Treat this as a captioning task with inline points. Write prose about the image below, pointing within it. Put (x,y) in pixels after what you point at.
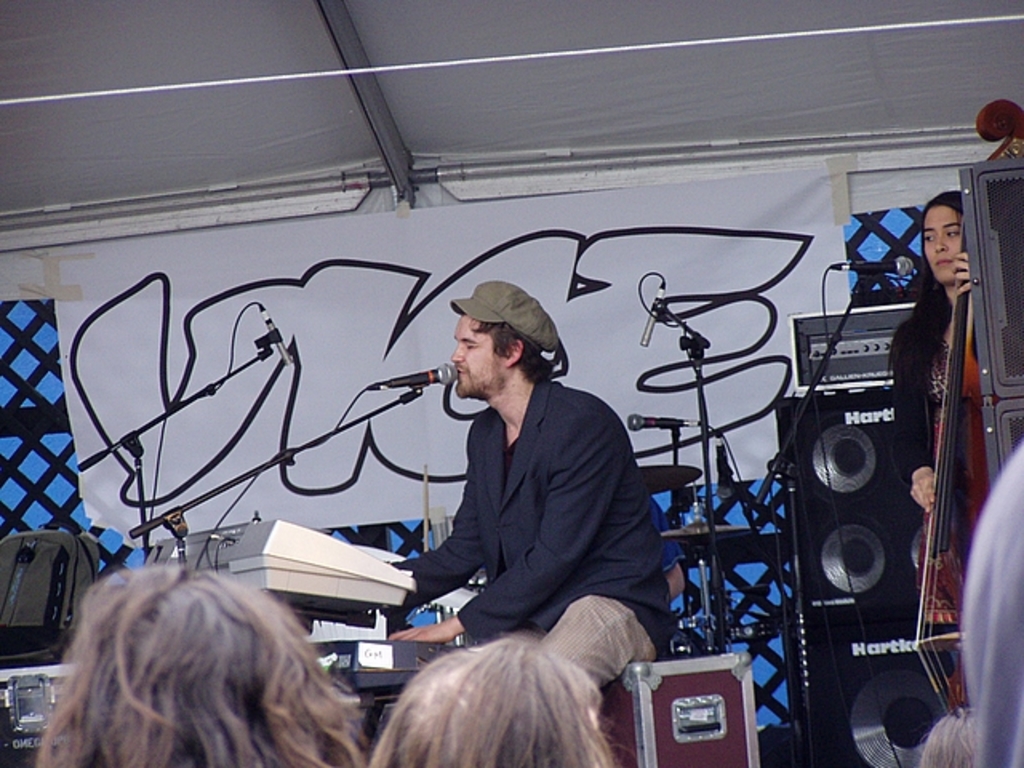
In this image I can see a person (611,534) wearing black colored shirt (570,504) is sitting on a box (685,667). I can see a microphone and a musical instrument (336,551) in front of him. I can see another woman (940,355) holding a musical instrument (967,485), few microphones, few other musical instruments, the white colored tent (462,29) and a banner (358,312). I can see heads (215,662) of few persons (427,705) in the front (468,675).
